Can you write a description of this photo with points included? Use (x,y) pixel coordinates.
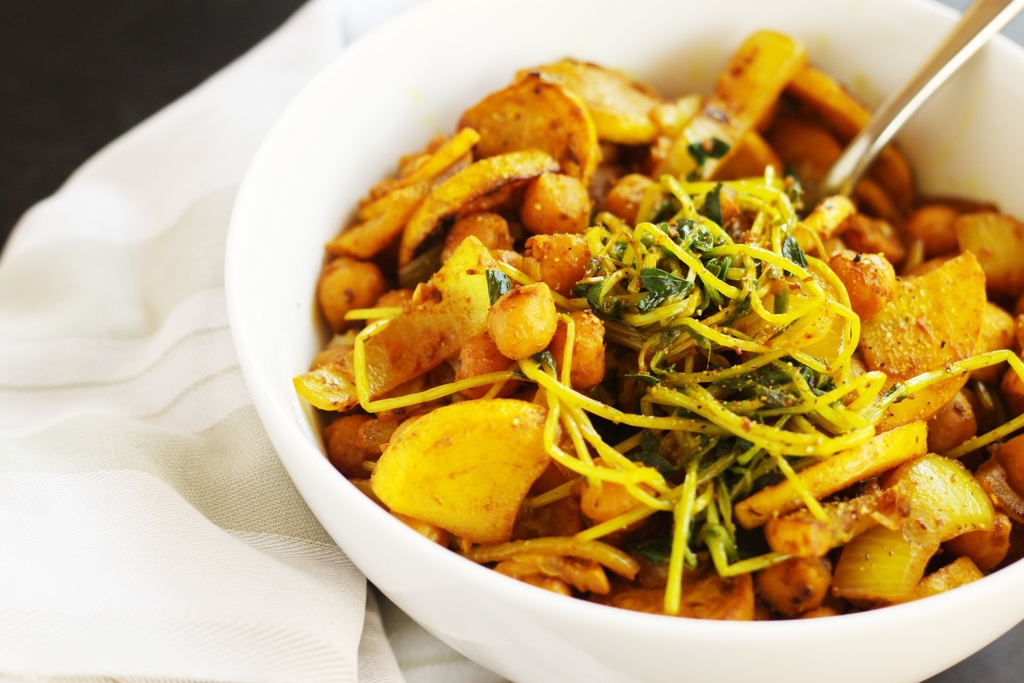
Here I can see a bowl (284,228) which consists of some food item (745,261) and a spoon (938,64). This bowl (335,489) is placed on a white color cloth (132,466). The background (140,57) is dark.
